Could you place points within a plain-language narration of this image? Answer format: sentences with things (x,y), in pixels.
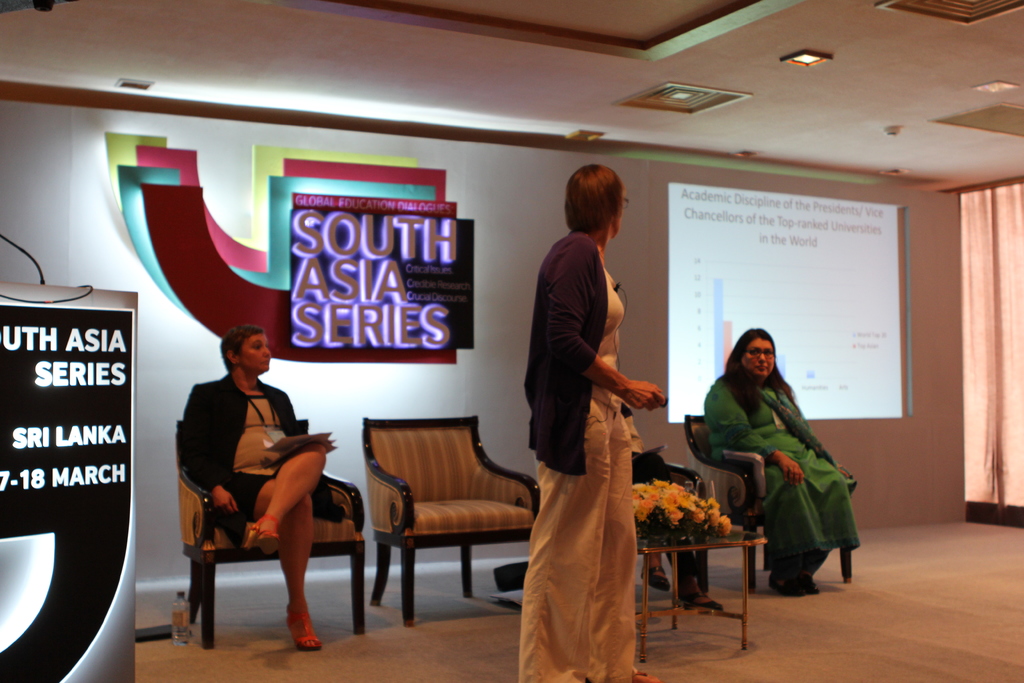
In this image I can see two people (301,466) are sitting on the chair (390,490) and one person (566,390) standing. At the back (318,323) there is a screen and the board (263,244) to the wall (27,171).
